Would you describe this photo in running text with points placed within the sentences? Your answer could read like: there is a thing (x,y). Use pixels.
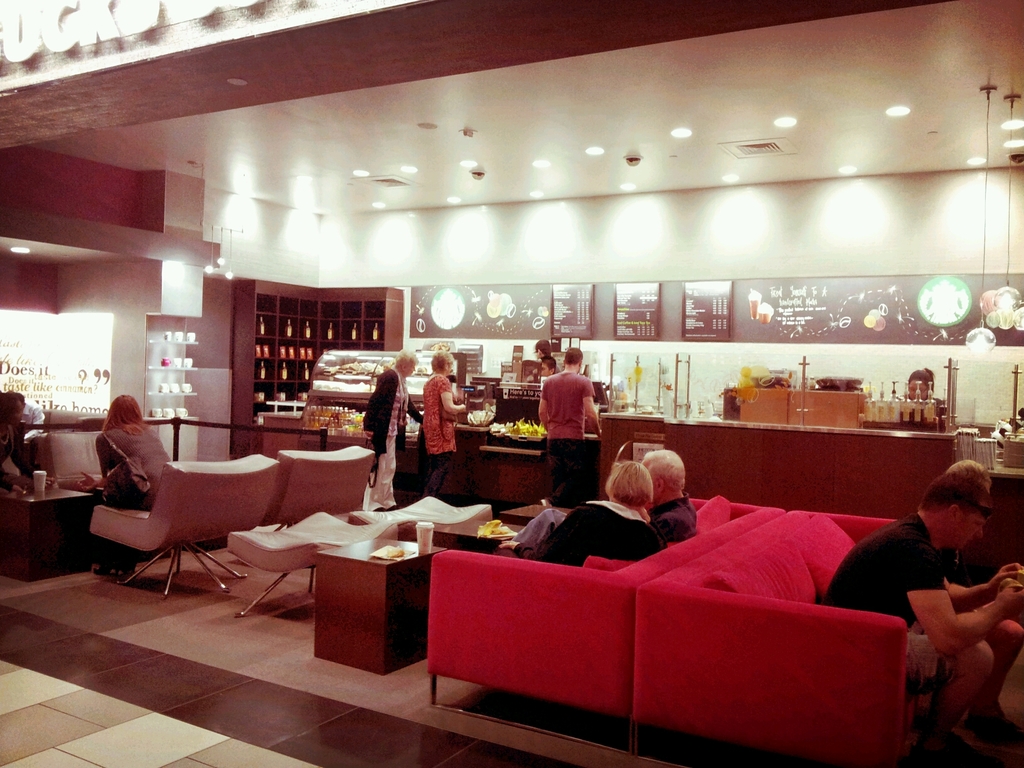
In this picture there are a group of people (565,524) sitting on the couch (704,590) and some other people (554,447) standing and there are lights (465,161) attached to the ceiling (781,161).
